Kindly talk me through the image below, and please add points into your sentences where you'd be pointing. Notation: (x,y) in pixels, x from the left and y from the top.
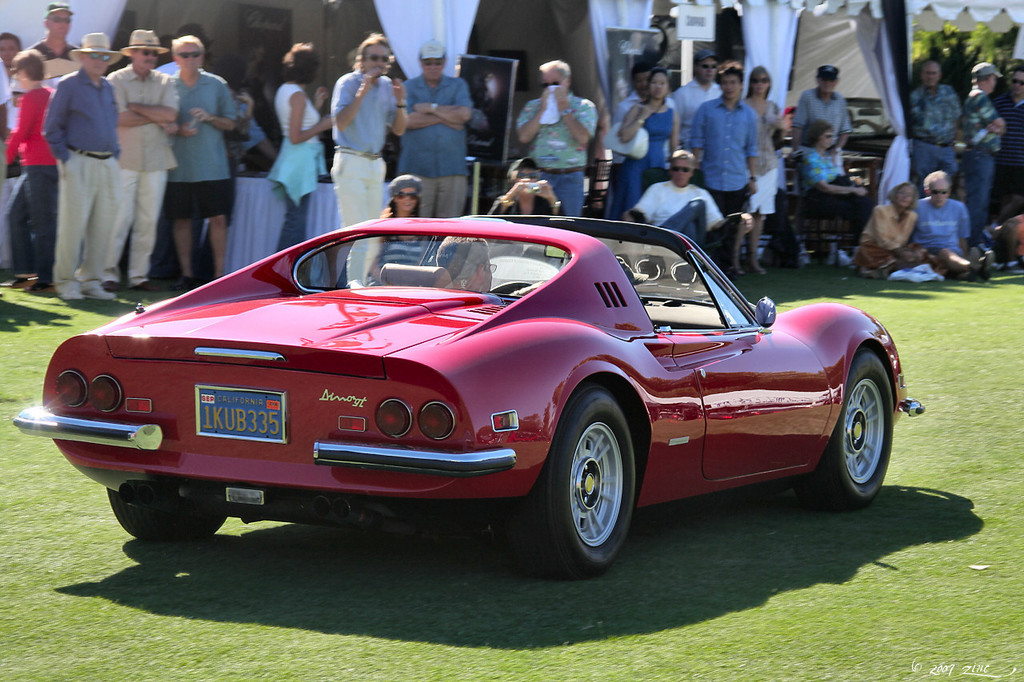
In this picture we can see a vehicle (682,469) on the ground (914,648) and in the background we can see a group of people (1010,249), curtains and some objects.
